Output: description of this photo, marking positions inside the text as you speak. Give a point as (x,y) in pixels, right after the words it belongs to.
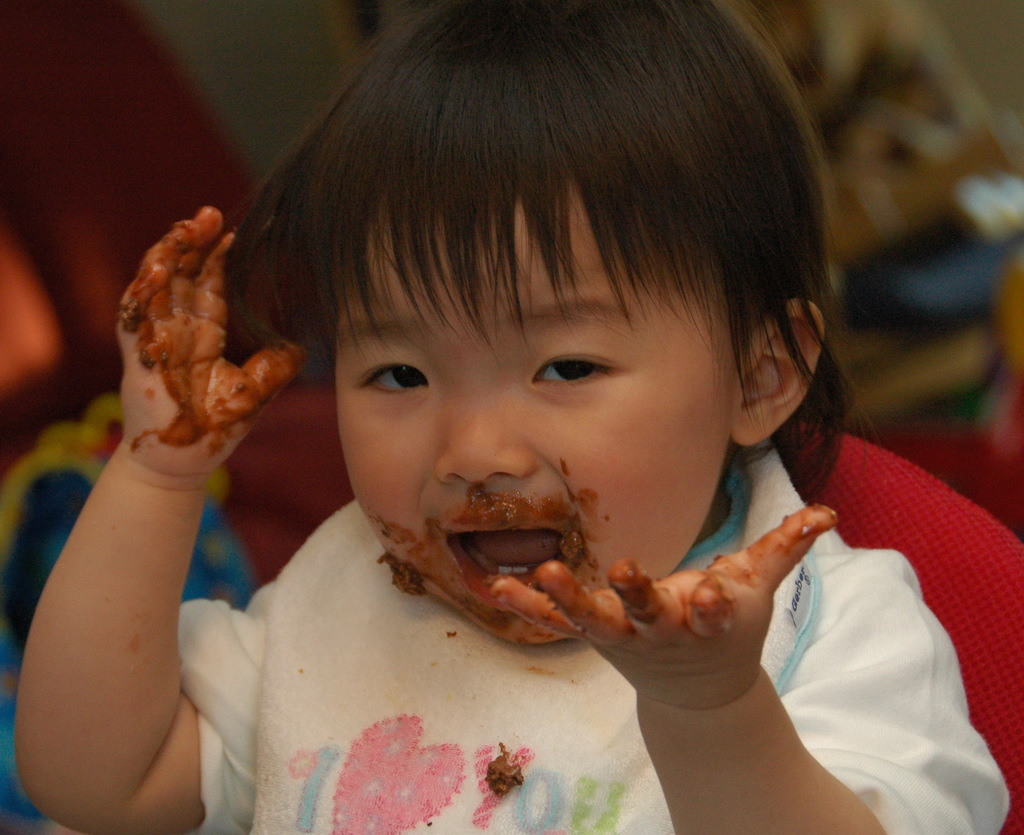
In this picture we can see a boy (386,463) and in the background (286,456) we can see some objects (287,469) and it is blurry.
